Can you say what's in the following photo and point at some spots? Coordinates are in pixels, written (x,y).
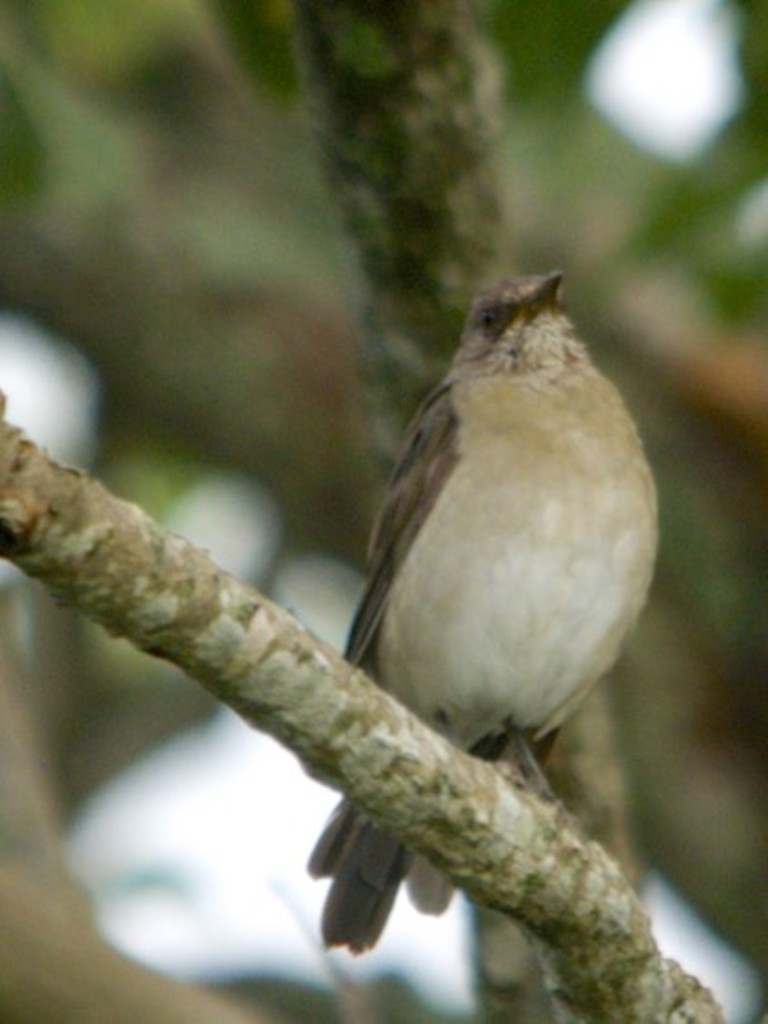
In this image I can see a bird (402,527) which is in cream, brown and black color. It is on the branch (501,841) of the tree (349,750) and there is a blurred background (119,38).
